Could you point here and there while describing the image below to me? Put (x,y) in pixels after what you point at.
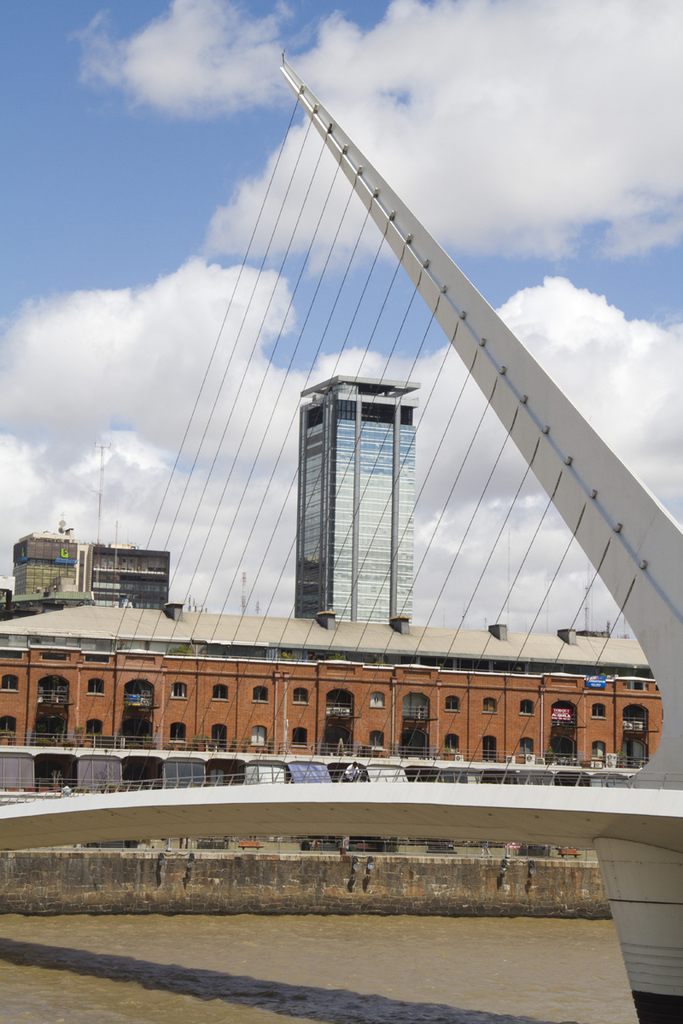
In this picture we can observe a brown color building (318,723) and a white color tower (520,415) with strings (285,195) here. We can observe some water (306,961). In the background (416,492) there is a sky (229,411) with clouds (513,94).
